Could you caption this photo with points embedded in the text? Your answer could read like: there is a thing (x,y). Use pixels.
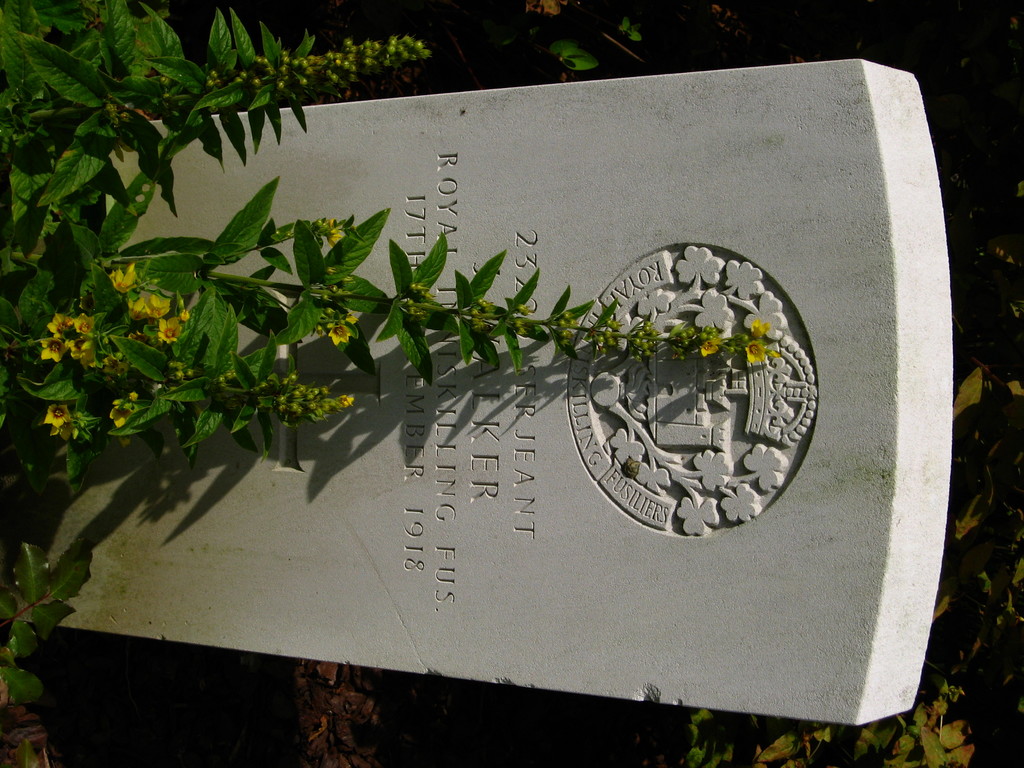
In this image I can see the cemetery (713,397), few flowers (161,328) in yellow color and the plants (205,274) in green color.
